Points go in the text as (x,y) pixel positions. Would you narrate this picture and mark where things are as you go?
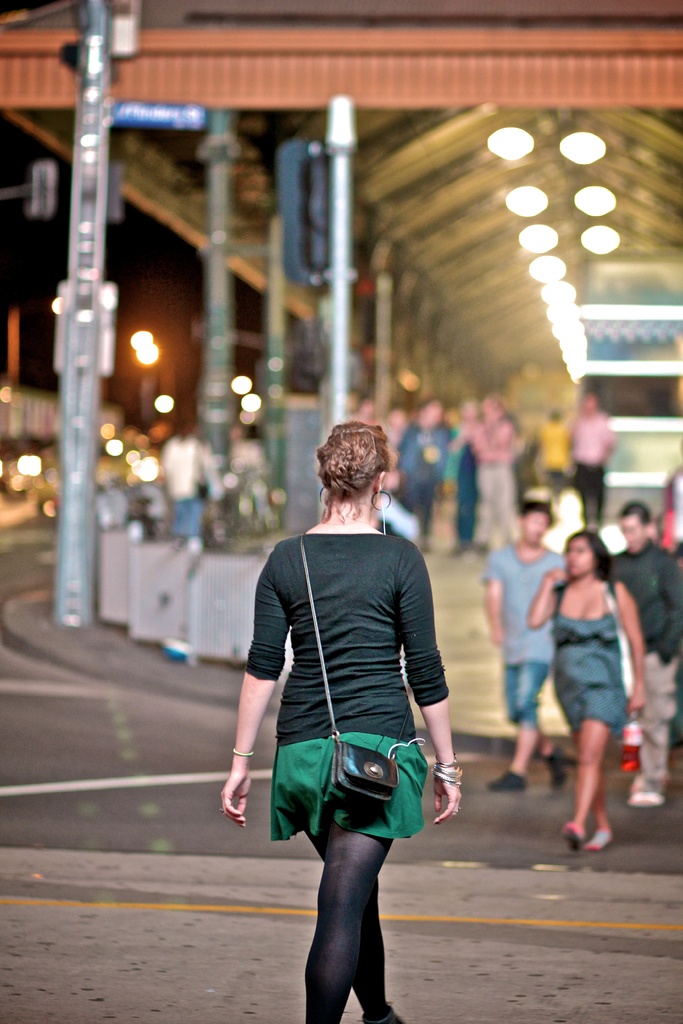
In this image I can see the group of people (451,750) with different color dresses (419,696). These people (522,653) are on the road (481,845). In the background (269,474) I can see the poles (275,456), lights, shed (481,392) and the black background (13,270). I can also see the background is blurred.
